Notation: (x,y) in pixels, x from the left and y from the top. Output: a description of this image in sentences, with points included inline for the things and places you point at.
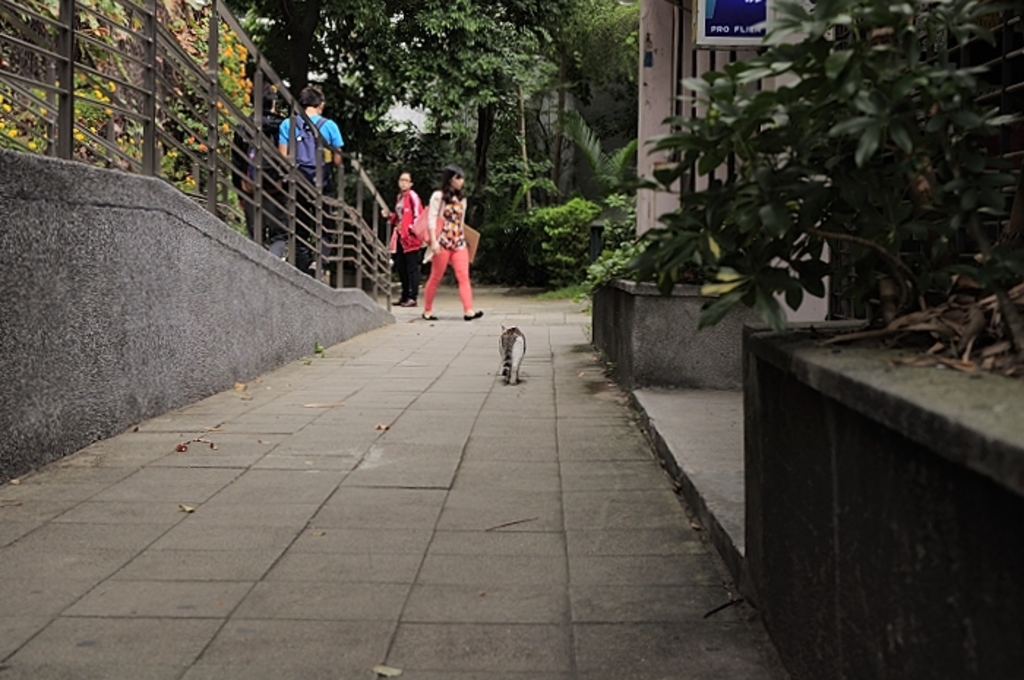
On the right (742,372) there are plants (730,298), dry leaves (956,312), wall (803,353) and a building (659,207). In the center of the picture (507,380) there is a cat (507,361) on the pavement (376,381). In the center of the background (435,211) there are plants (494,186), trees (425,179) and people (279,212). On the left (82,76) there are plants (124,123), railing (73,61), staircase (169,235).
